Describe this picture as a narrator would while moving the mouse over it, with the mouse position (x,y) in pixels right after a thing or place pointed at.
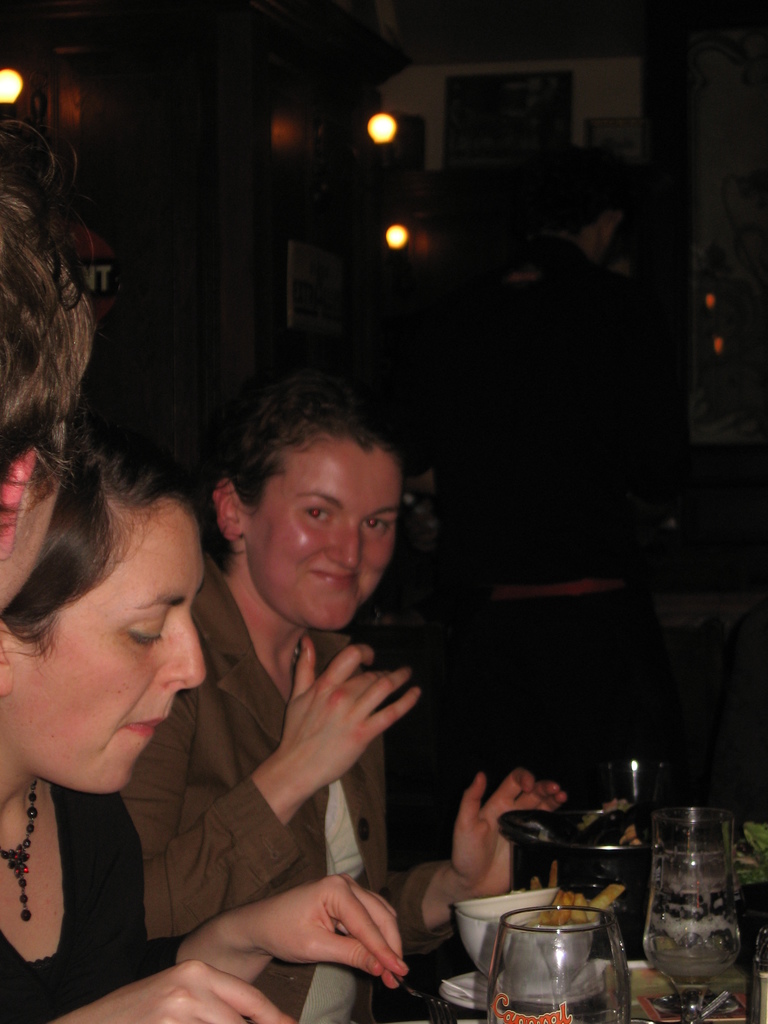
In this picture I can see a person (37,231) and 2 women (212,581) in front (15,431) and I see that the woman (347,590) on the right (527,802) is smiling and I see a 2 glasses (612,936), a cup (485,951) and food (565,901) in front of them. In the background (518,758) I can see another person (530,287) and few lights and I see that it is a bit dark.
